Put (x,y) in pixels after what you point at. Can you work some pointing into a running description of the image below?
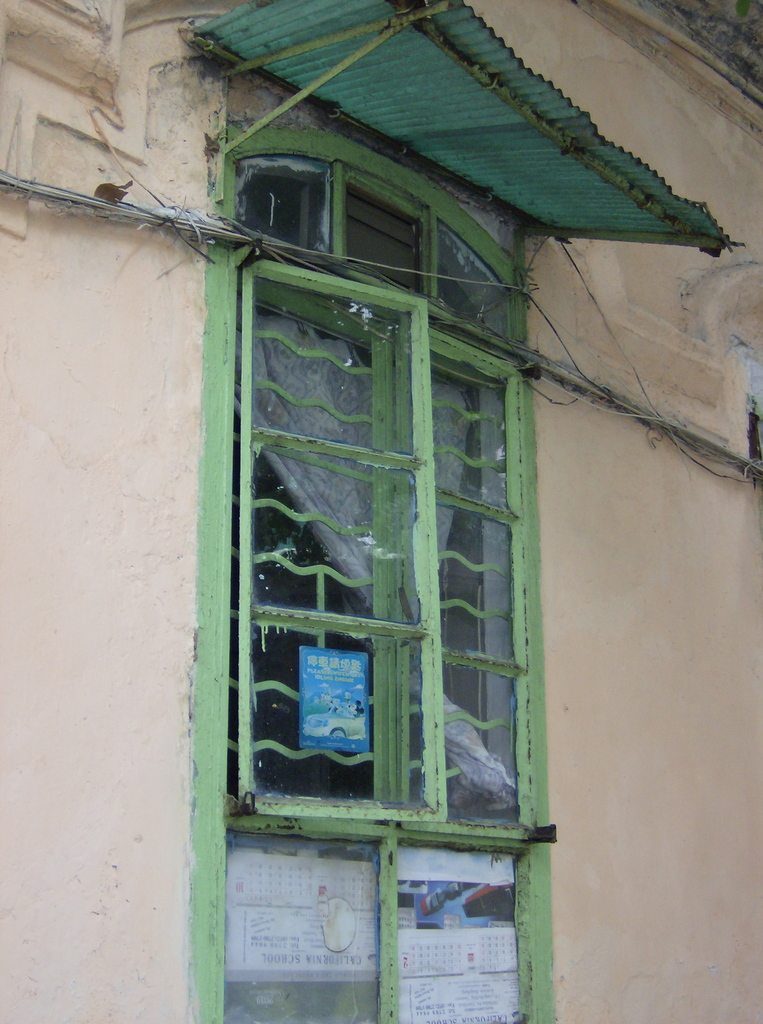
In this image we can see a wall (570,971) with a window (383,673), shed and wires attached to the wall (89,216) and there are some posters (348,681) stick to the window (466,302).
